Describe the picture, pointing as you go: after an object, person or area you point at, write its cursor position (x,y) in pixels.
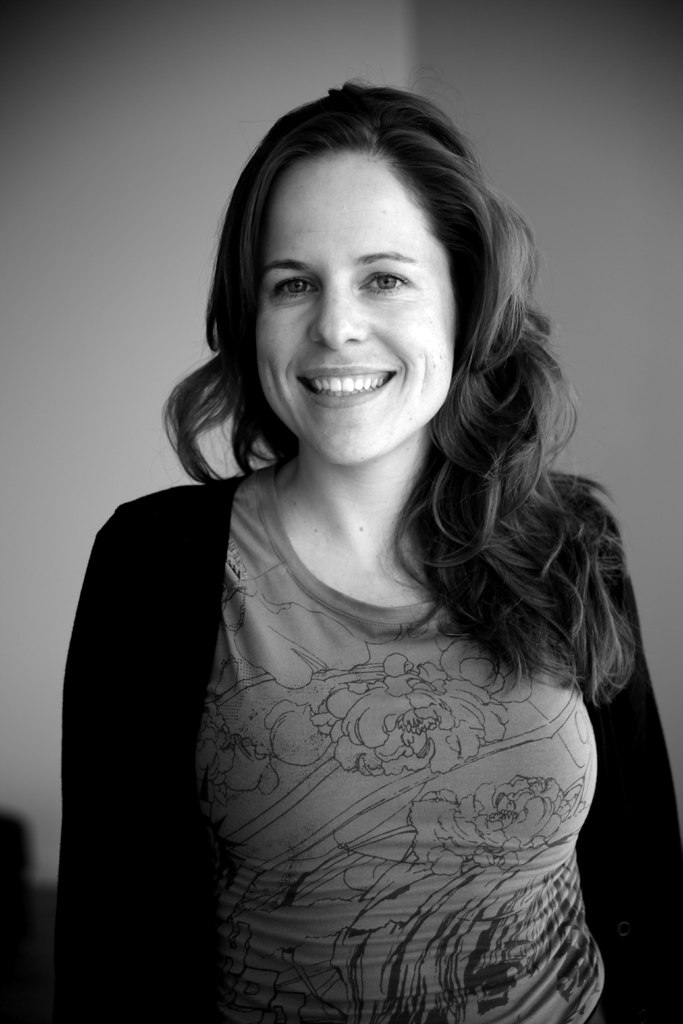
In this image, we can see a woman (559,632) standing and she is smiling, in the background (126,70) we can see the walls (202,48).
